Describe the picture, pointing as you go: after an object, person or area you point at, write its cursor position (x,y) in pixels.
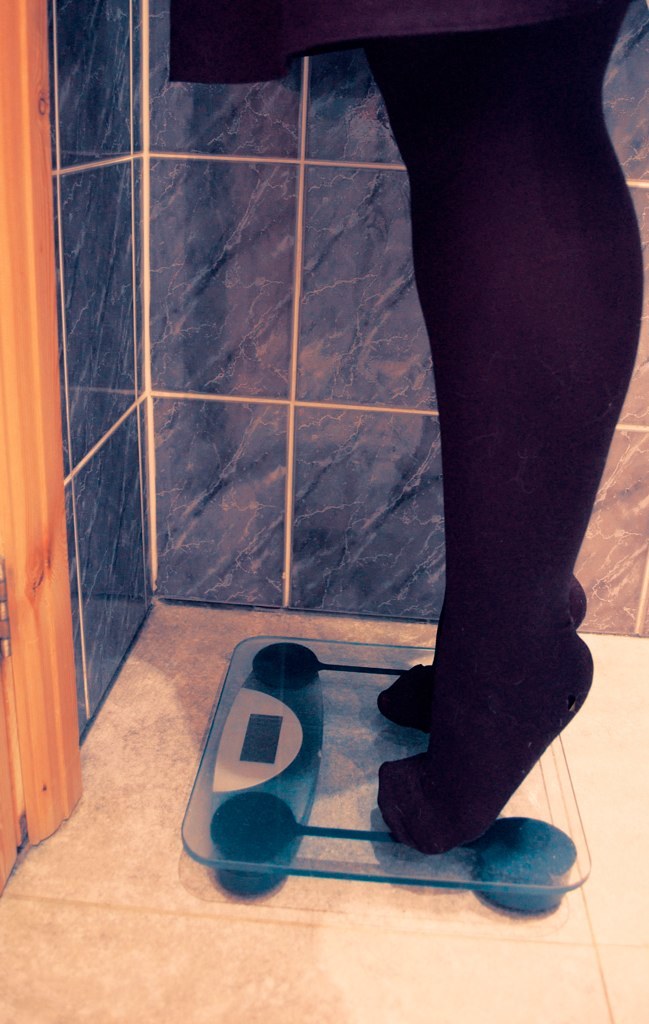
In this image in front (540,707) there is a person (533,41) standing on the weight machine (571,811). At the bottom of the image (374,986) there is a floor (354,984). At the left side of the image (12,367) there is a door (76,748). In the background of the image (272,417) there is a wall (297,461).
